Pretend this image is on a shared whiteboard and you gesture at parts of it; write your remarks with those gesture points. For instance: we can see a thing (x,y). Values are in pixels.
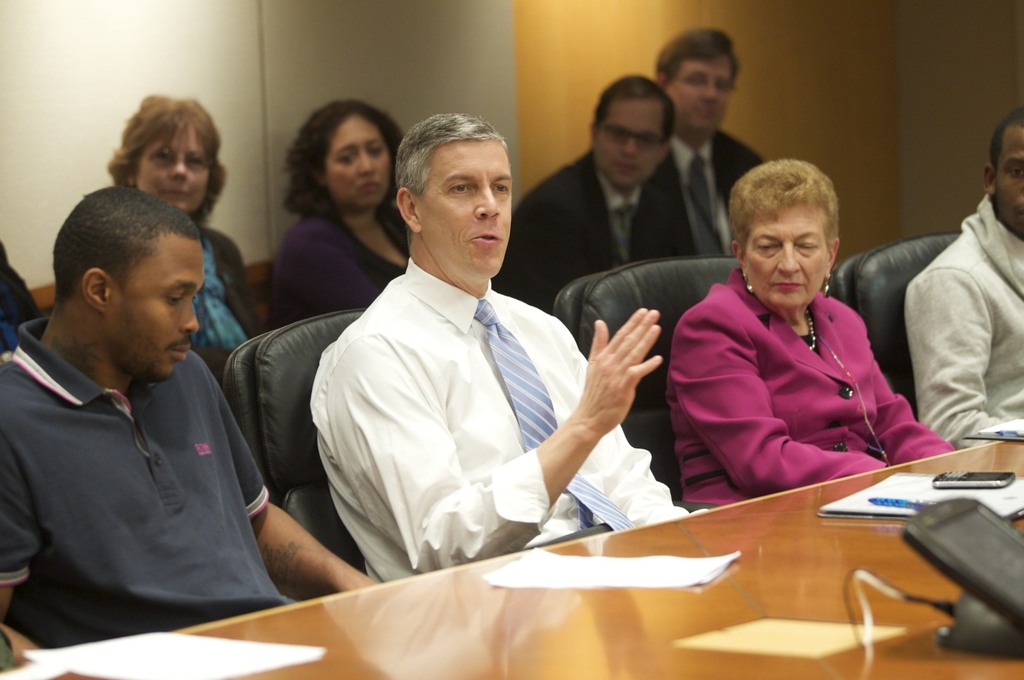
This picture describes about group of people (605,357), they are seated on the chairs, in front of them we can find few papers (969,491), mobile (957,484) and other things (883,503) on the table (765,589).
